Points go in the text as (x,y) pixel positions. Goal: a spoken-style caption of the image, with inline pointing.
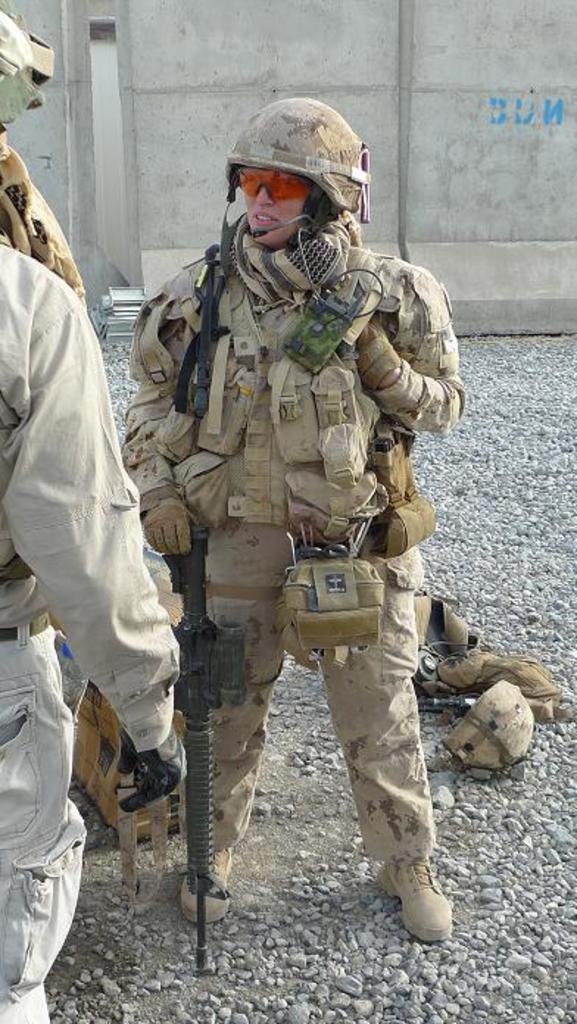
In this image there is a person (328,462) standing and holding an object (203,617), there is a person (52,587) truncated towards the left of the image (13,795), there are objects (488,680) on the ground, there are stones (523,374) on the ground (429,459), at the background of the image (158,100) there is a wall (360,86) truncated.
